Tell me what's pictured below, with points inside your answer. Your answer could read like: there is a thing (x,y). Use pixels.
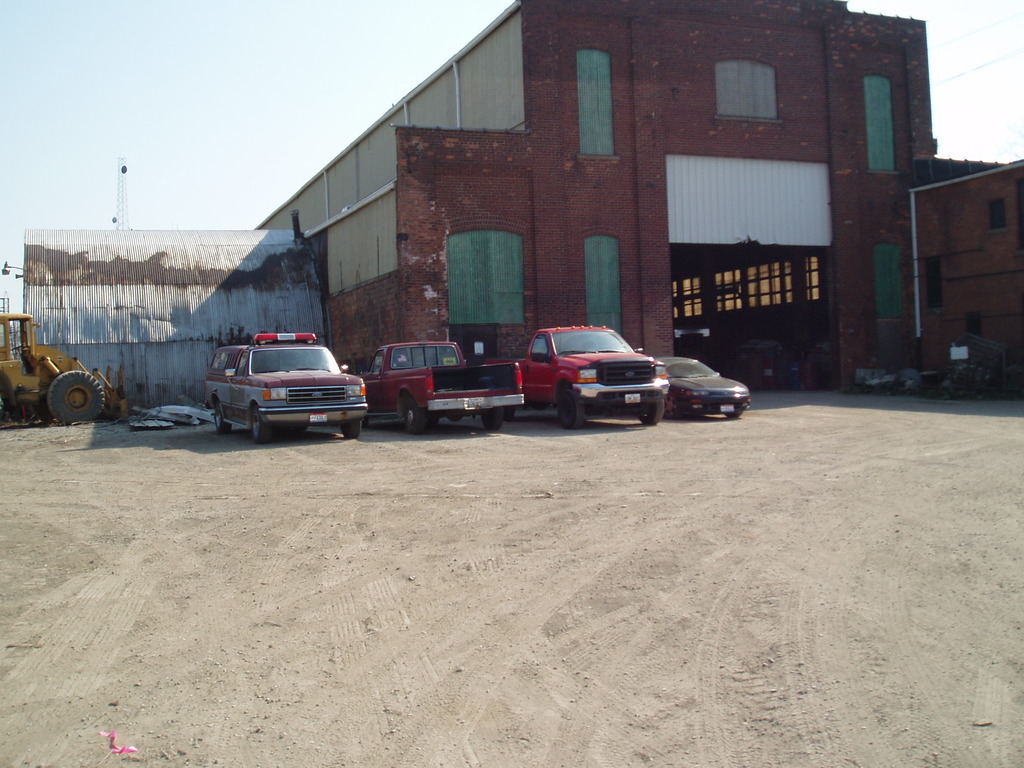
In this image I can see number of vehicles (404,428) and in the background (609,267) I can see a building (535,261), the sky (293,133) and on the left side of this image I can see a tower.
